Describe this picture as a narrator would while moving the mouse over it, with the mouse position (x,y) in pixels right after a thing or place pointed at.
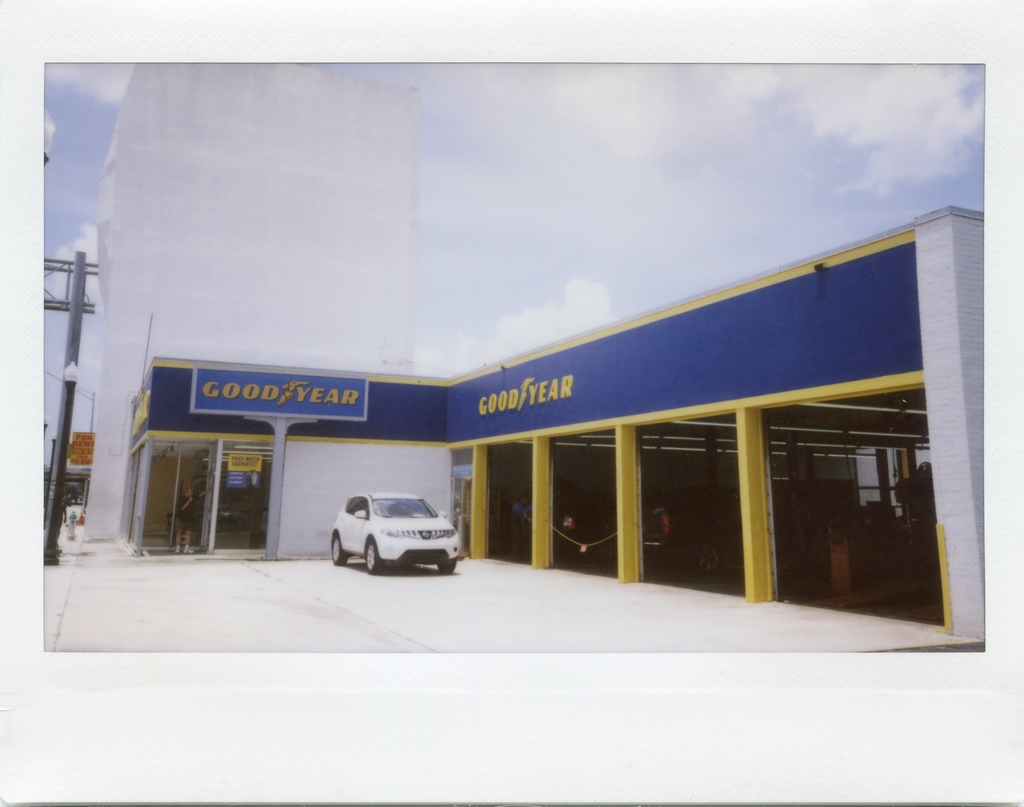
In this image I can see the car (429,541) and the car (444,541) is in white color, background (169,331) I can see the shed (839,504) and I can see the blue color board (573,388) attached to the wall (965,502), the building (218,241) in white color and the sky (614,174) is in white and blue color.
